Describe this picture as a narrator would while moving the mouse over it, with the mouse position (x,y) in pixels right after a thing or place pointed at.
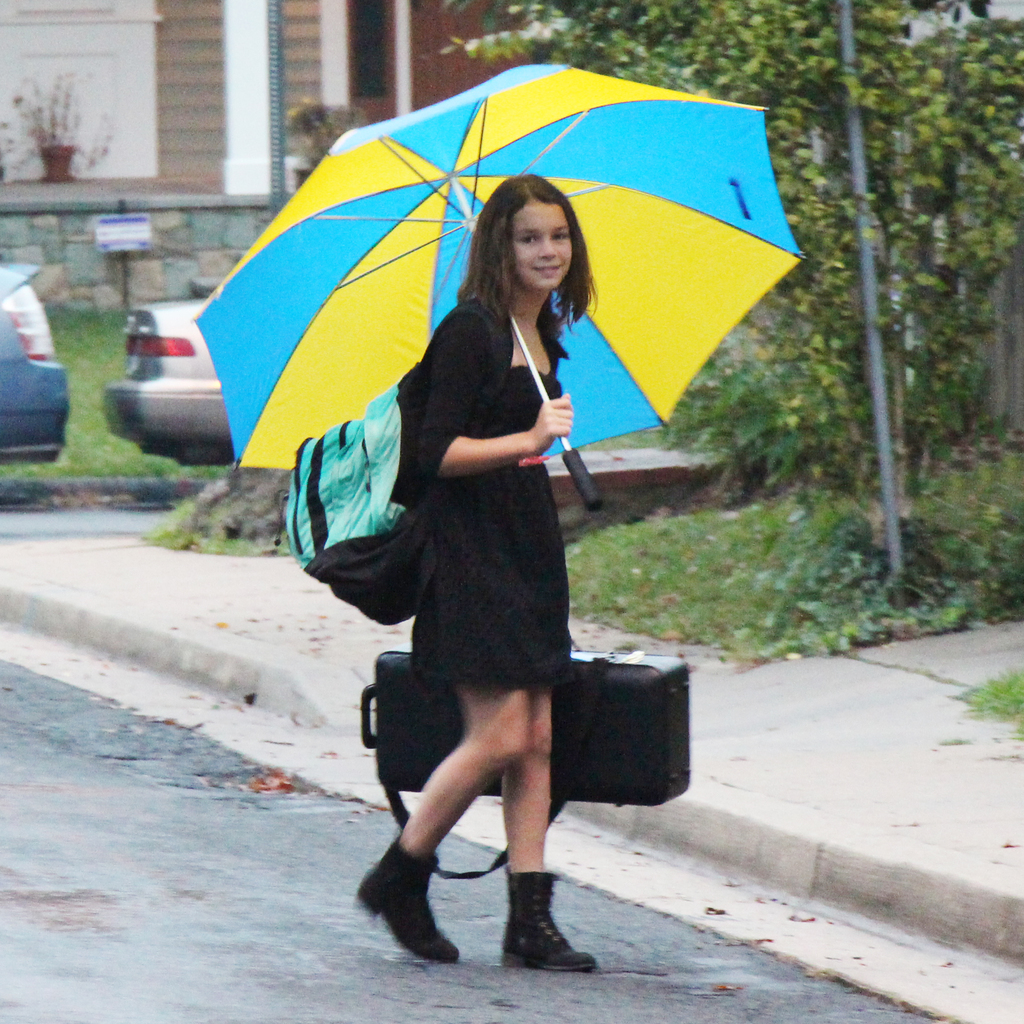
In this image we can see this person (435,629) wearing black dress (485,649), shoes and backpack (410,507) is holding an umbrella (570,376) and suitcase (596,702) is walking on the road (138,895). The background of the image (25,85) is blurred, where we can see the grass (682,560), trees (506,4), vehicles (52,442) parked here, flower pot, board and the building (262,23).
